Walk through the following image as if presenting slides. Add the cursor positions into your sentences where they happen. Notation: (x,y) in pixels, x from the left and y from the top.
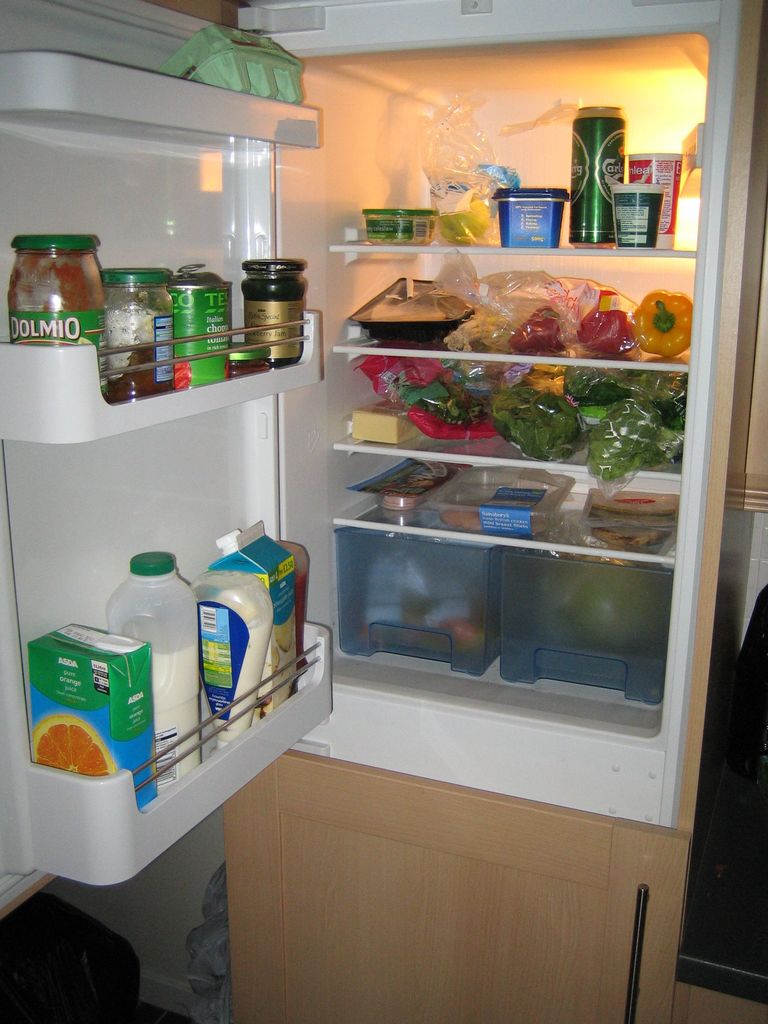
It is an inside image of a refrigerator (133,99) there are milk products (151,628), juices (108,657), some eatables (549,512), fruits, vegetables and many other items (519,524) are kept in the each shelf (436,356) of refrigerator (196,485).
